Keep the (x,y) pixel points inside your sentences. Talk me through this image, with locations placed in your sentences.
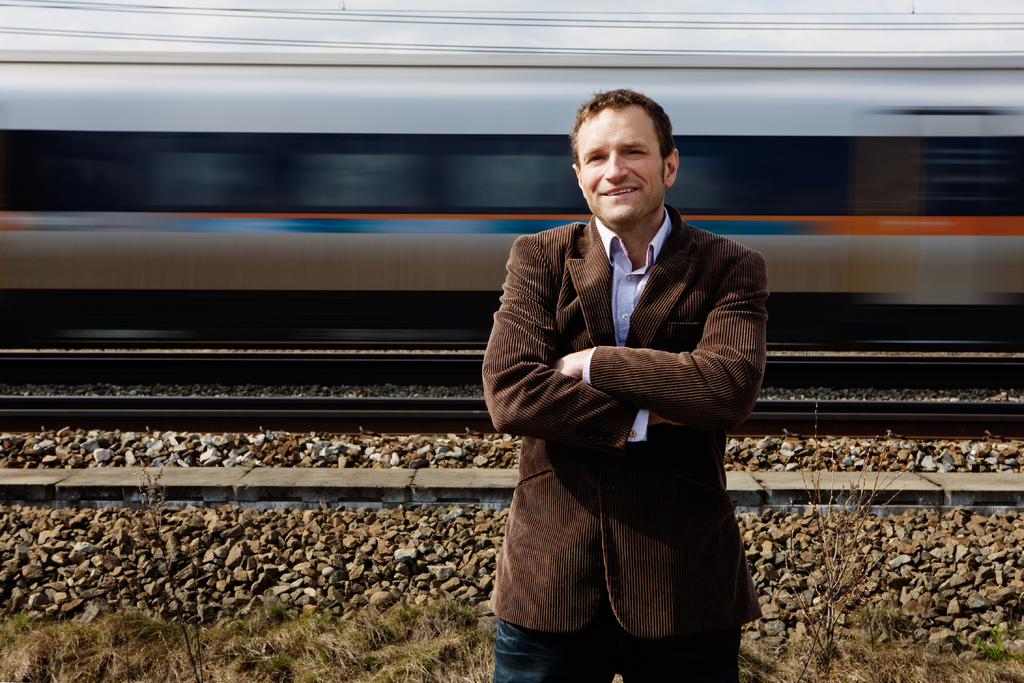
Here in this picture we can see a person (615,414) standing on the ground (446,657) over there and he is smiling and he is wearing a coat (581,573) on him and we can see grass (336,649) present on the ground (360,649) over there and behind him we can see train (200,240) present on the track (911,340) over there and we can see stones (231,574) present all over there.
